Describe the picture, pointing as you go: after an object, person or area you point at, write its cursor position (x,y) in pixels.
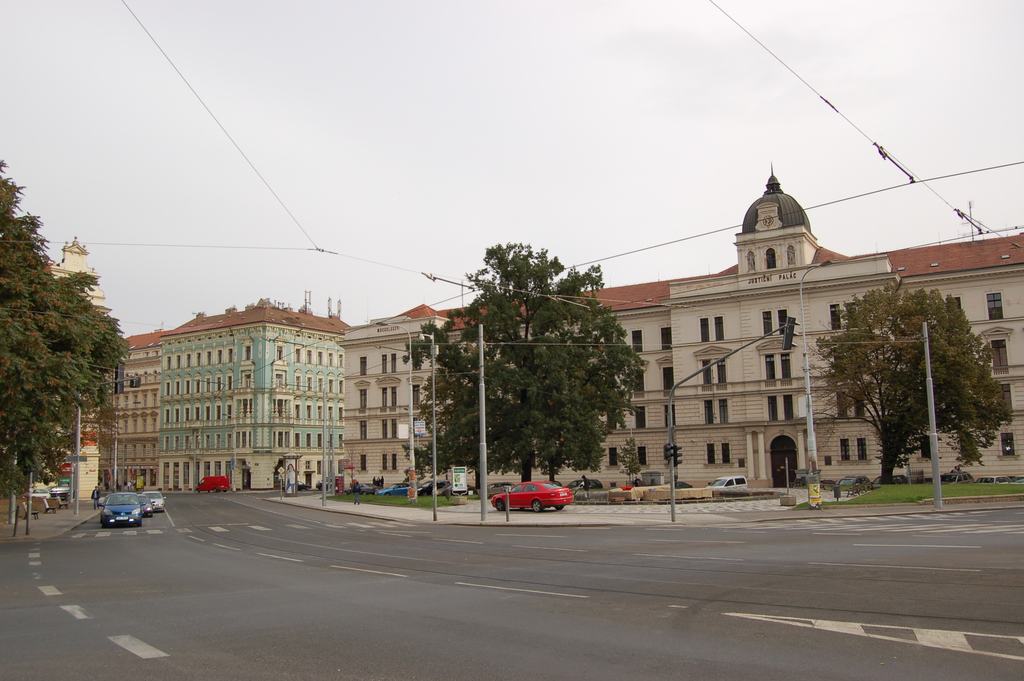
In this image there are few cars (744,480) and vehicles (203,486) on the road (249,569). There are few poles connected with few wires (835,342). A pole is having few traffic lights (679,447) attached to it. There are few trees (444,446) on the grassland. Left side (70,514) there is a person (94,499) walking on the pavement (89,512) having few benches (44,511). Left side (39,460) there is a trees (79,374). Background (790,416) there are few buildings (151,345). Top of image (466,94) there is sky (539,163).
